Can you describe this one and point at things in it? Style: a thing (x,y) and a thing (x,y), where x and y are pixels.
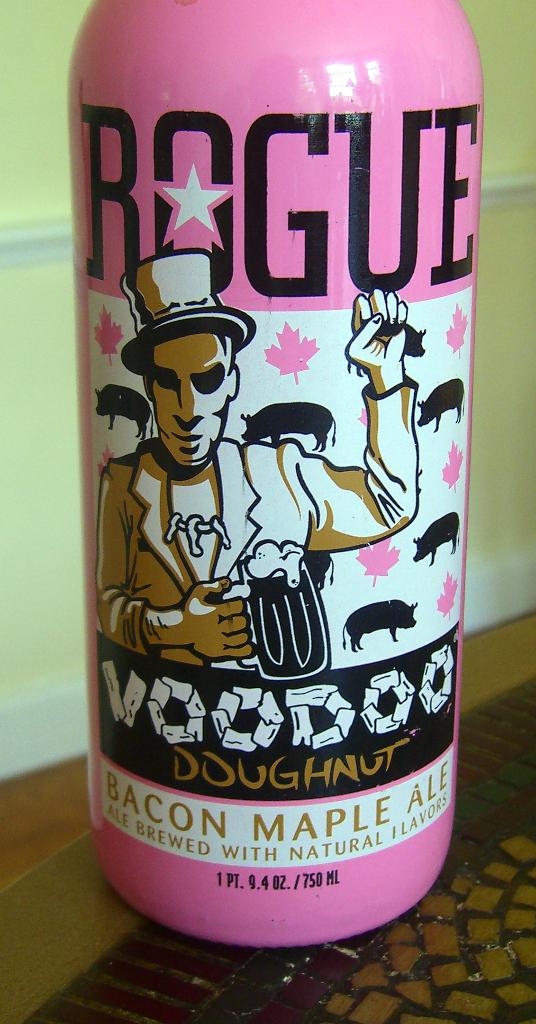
Here in this picture we can see a pink colored bottle (250,354) present over there and on that we can see some printing (299,317) done over there.
